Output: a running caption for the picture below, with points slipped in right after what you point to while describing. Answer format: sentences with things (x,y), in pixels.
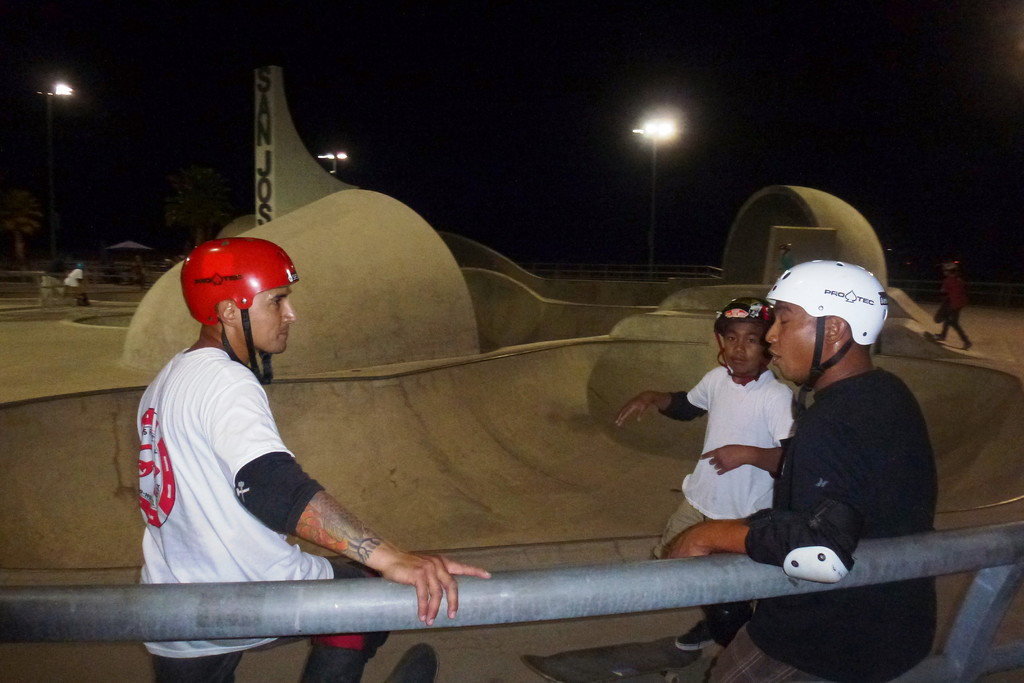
In this picture there is a man (181,424) wearing white color t-shirt (213,405) and red helmet (242,282) standing and talking to the beside person (839,526) wearing a black color t-shirt (858,505) and white color helmet (804,298). Behind we can see the skating board ramp (494,319). Behind there is a black background (645,90) and street lights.
